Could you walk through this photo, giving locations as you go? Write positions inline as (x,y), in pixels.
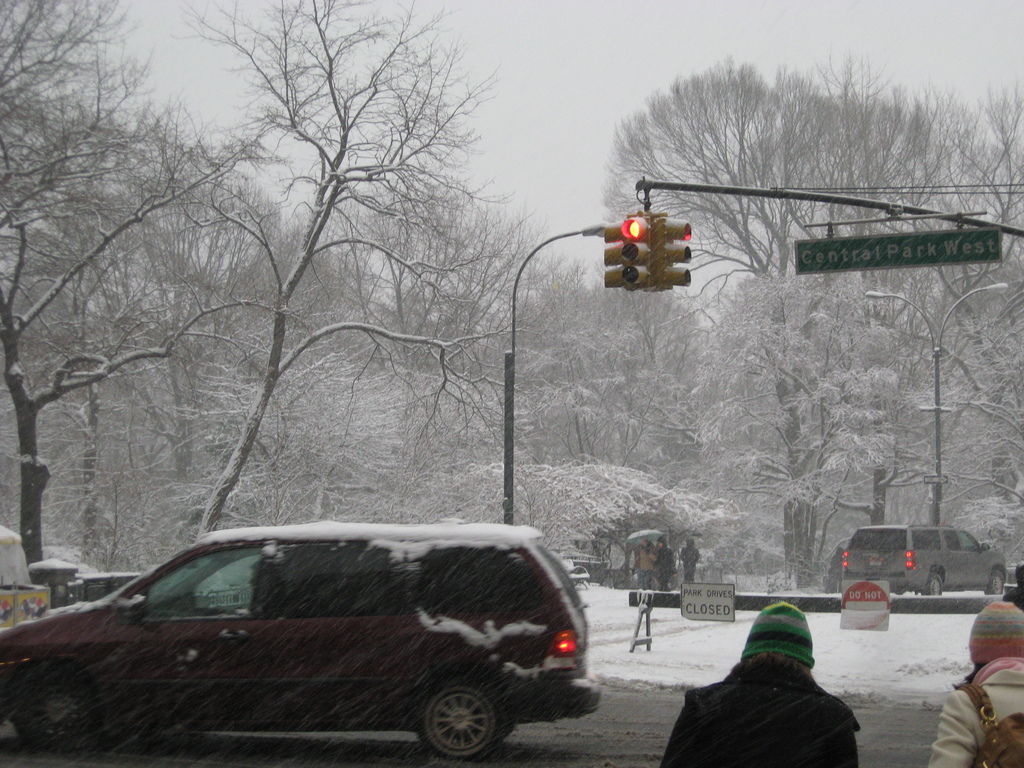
This picture is clicked in the city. At the bottom of the picture (435,576), we see a car (449,655) is moving on the road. In the right bottom of the picture (810,660), we see two women (828,701) are walking on the road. In the middle of the picture (627,277), we see traffic signals (642,270) and a pole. We see boards (727,606) in white and green color with some text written on it. We see people (645,551) are walking on the road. Beside that, we see a car (911,573) is moving on the road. There are trees (604,461) in the background (556,478). These trees (555,368) are covered with the snow (600,475).
